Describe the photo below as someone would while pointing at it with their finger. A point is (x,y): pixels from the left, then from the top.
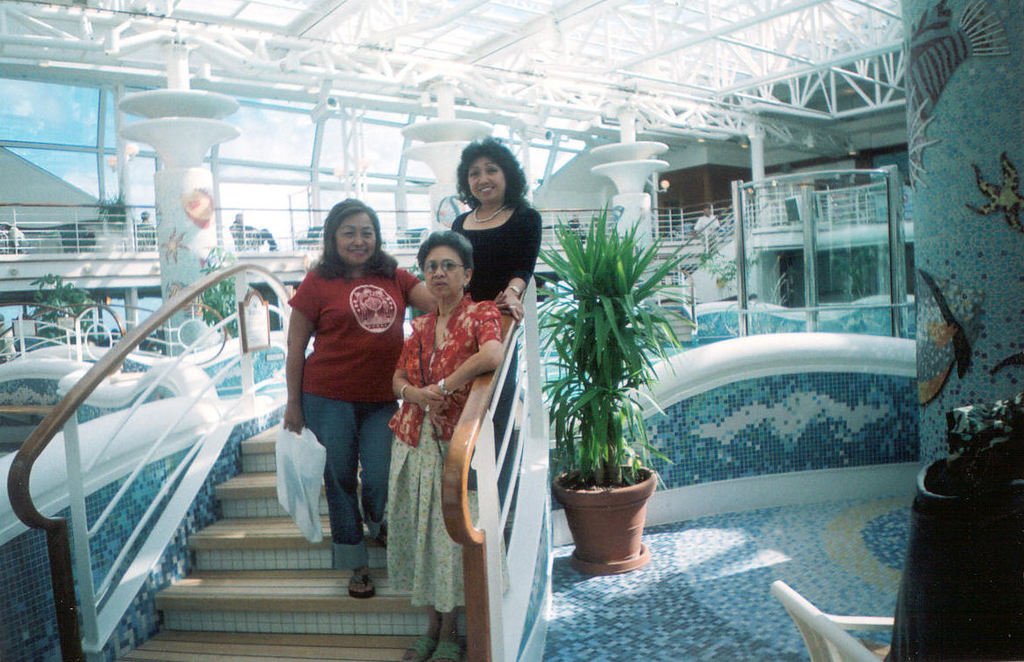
In the picture we can see inside view of the shed (646,62) with poles (324,51) and glass (393,156) and under it we can see the steps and railing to it and we can also see three women (420,317) are standing on the steps (200,638) and they are smiling, and beside them we can see a plant (602,322) and a part of the pillar (944,283).
